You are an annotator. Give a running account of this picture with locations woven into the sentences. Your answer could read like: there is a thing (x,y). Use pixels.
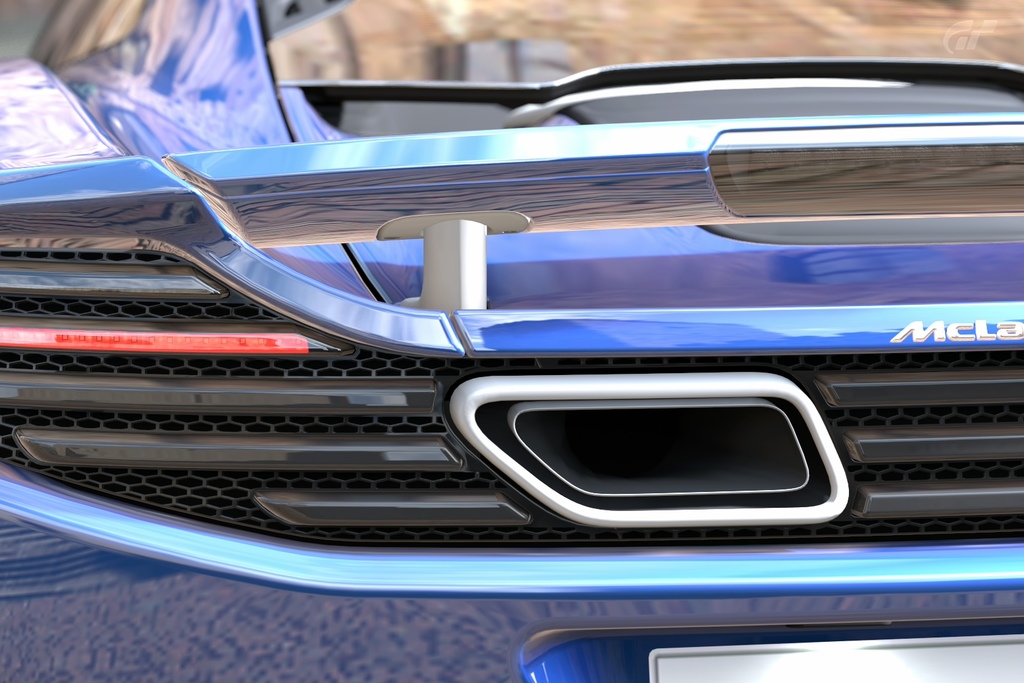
In this image there is a car (446,384).
